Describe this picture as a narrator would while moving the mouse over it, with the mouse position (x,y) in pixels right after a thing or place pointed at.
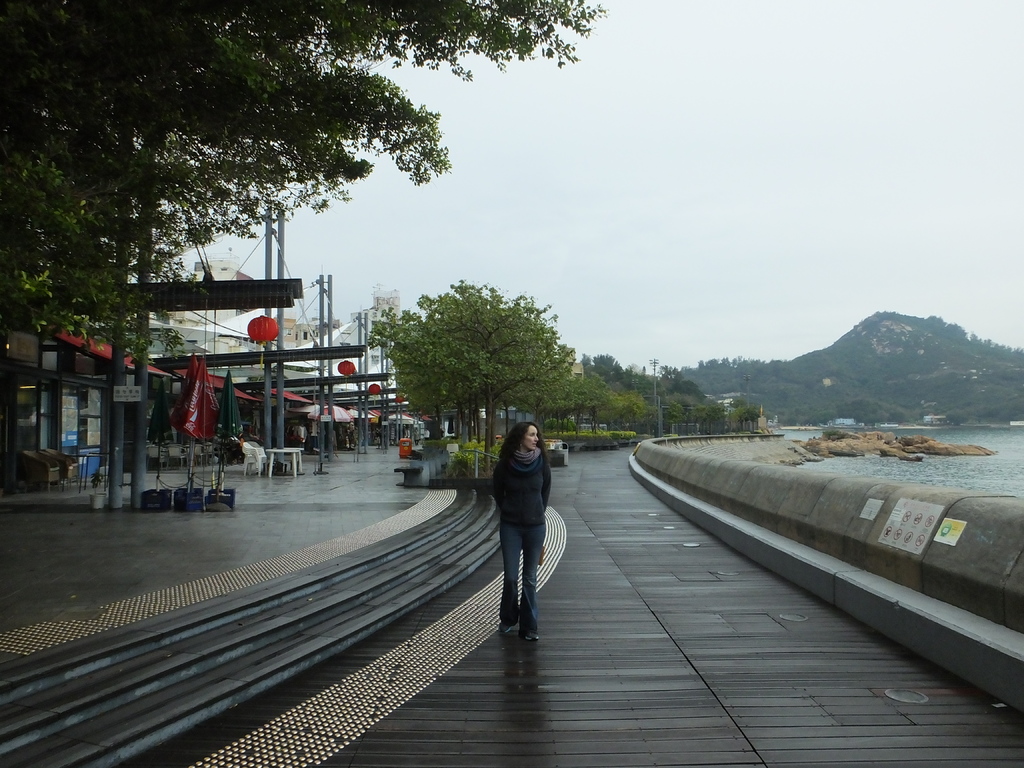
This picture shows few buildings (394,312) and we see trees (703,373) and water (919,477) and we see rocks (848,435) and a woman (531,503) walking and we see few umbrellas (219,402) and few chairs (253,451) and a table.
